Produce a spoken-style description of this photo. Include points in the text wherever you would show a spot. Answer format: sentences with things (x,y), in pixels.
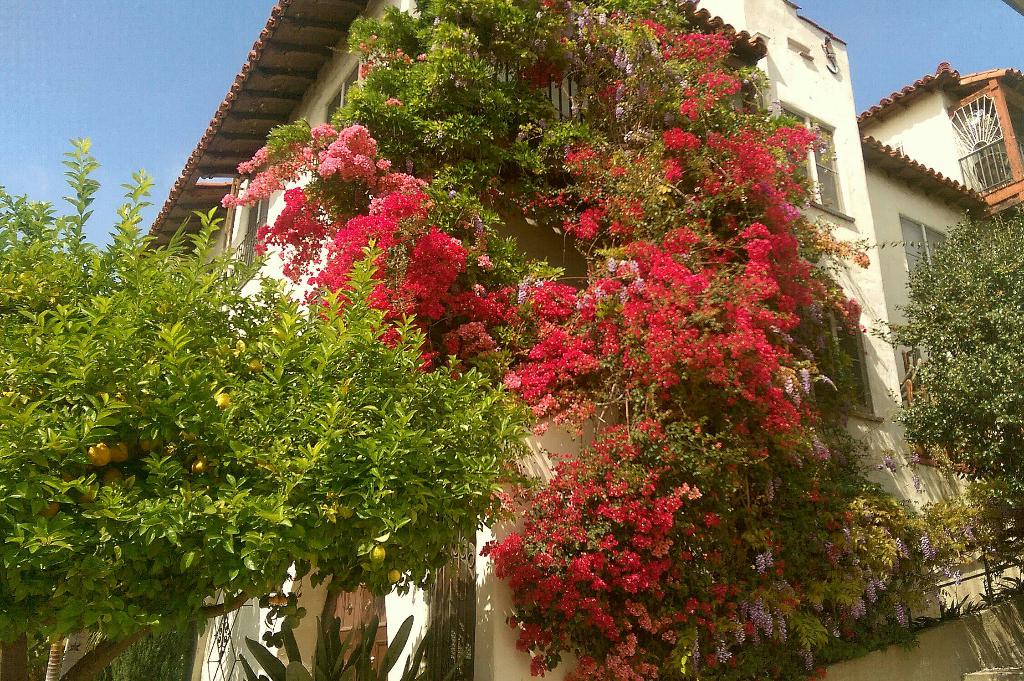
In this picture I can see there is a building (999,159) and it has different kinds of plants (789,453) and flowers (653,346) and there is a tree (124,313) on to left (64,497) and it has fruits (49,505) and the building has windows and doors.
